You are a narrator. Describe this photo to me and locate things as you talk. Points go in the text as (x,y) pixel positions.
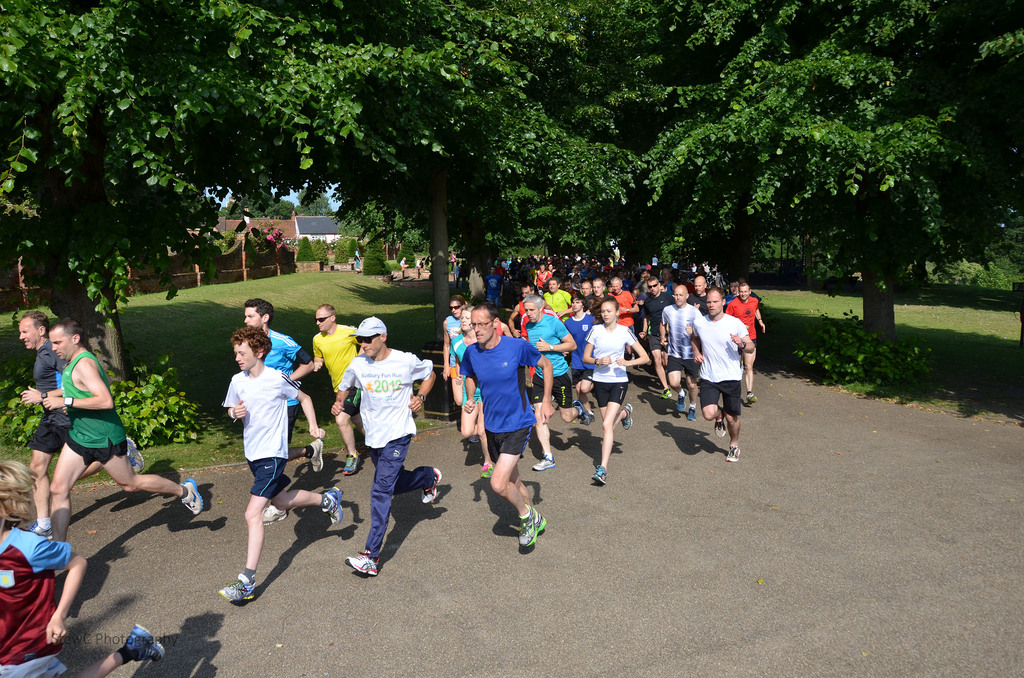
In the picture I can see a group of people (577,295) running on the road (295,644). I can see the trees (399,130) at the top of the picture (426,18). In the background (291,223), I can see the houses (292,225) and green grass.
